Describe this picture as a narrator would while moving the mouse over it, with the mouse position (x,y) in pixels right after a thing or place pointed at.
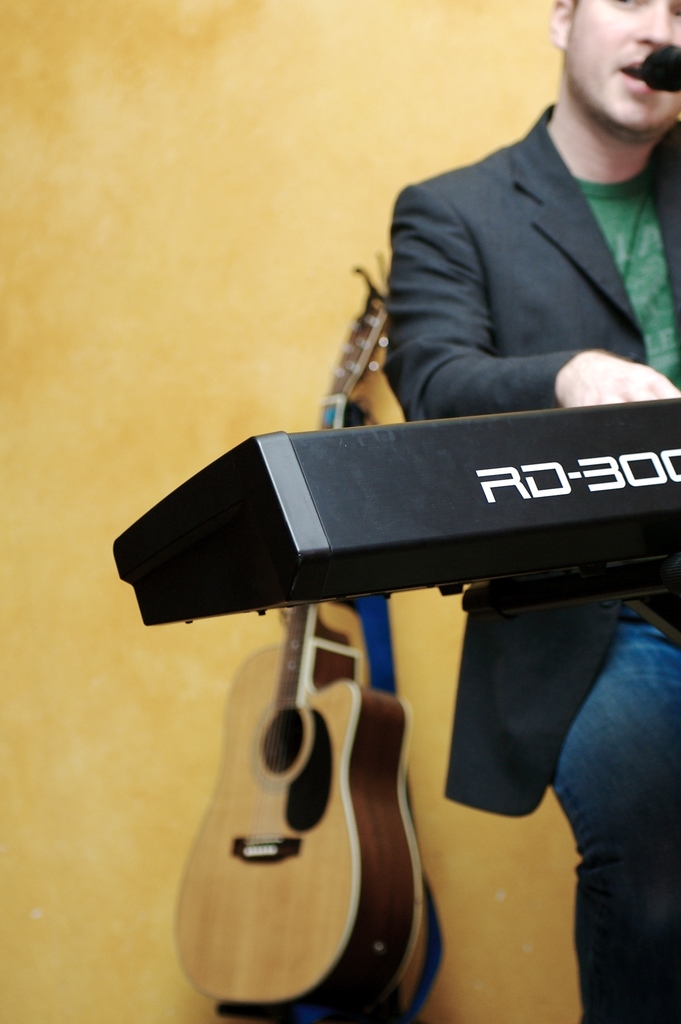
Here is a man (477,308) sitting and playing piano (498,475). He is singing a song. I can see a guitar (315,789) which is kept aside at the background (265,822).
